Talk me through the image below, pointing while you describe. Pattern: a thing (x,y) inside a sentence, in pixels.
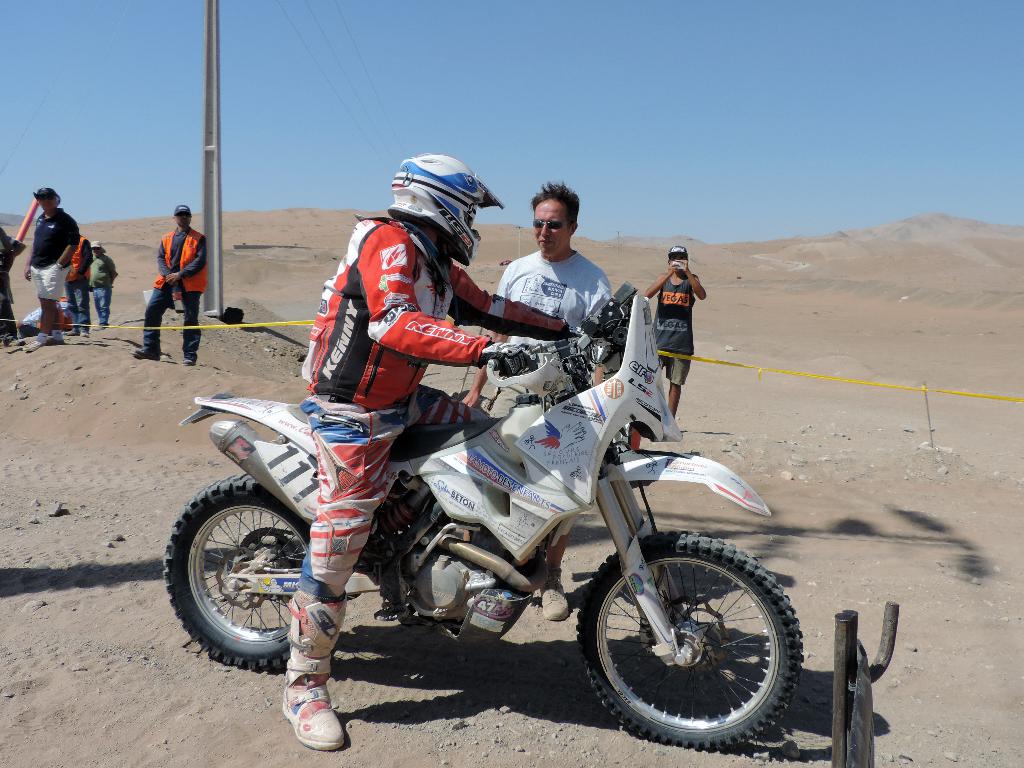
As we can see in the image there are few people (396,266) here and there, motorcycle (531,466) and sky (569,97).
